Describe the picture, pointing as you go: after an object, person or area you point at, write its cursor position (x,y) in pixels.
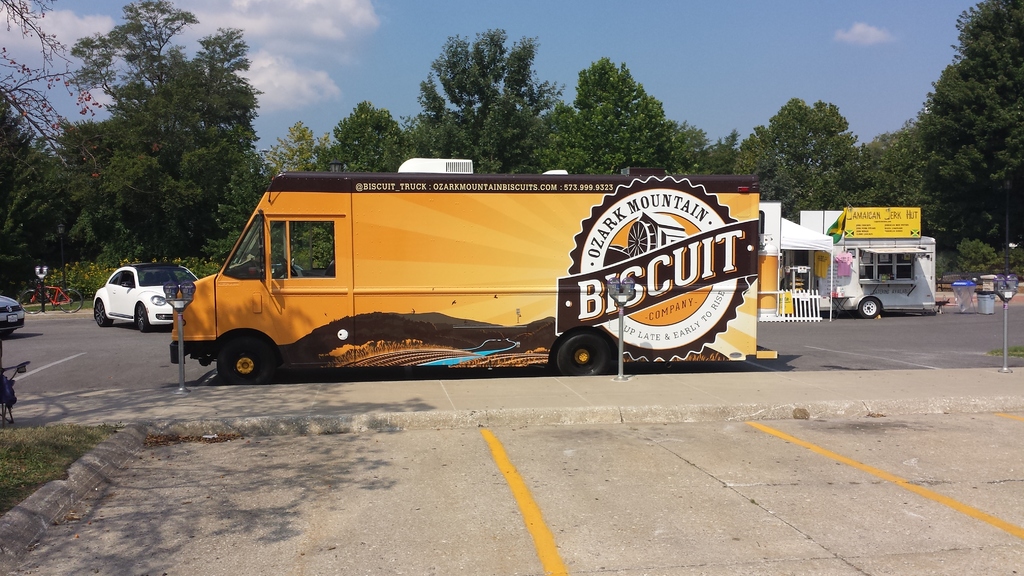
In this image, we can see so many vehicles (499,269) on the road (941,362). Here we can see few objects (19,366), poles (1015,278), plants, trees (1003,148) and grass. Background (763,8) there is a sky (291,115).
